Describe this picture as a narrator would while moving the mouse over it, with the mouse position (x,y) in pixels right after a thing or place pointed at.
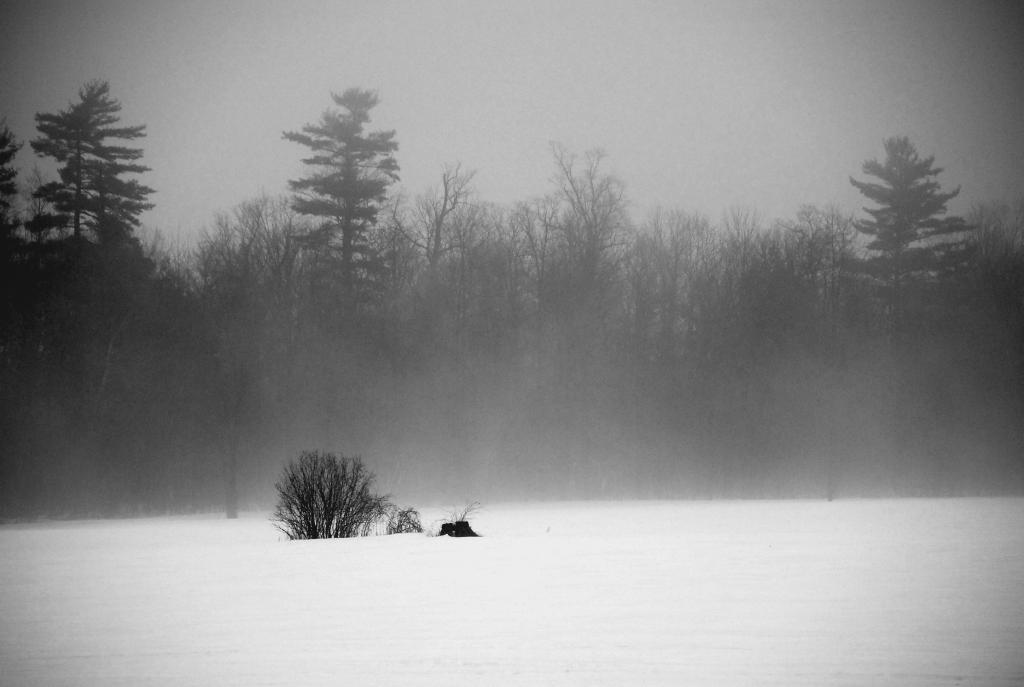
In the center of the image (500,329) we can see trees (671,347) on the snow (129,532). In the background (759,70) there is sky (483,193). At the bottom (345,589) we can see plants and snow (394,586).
